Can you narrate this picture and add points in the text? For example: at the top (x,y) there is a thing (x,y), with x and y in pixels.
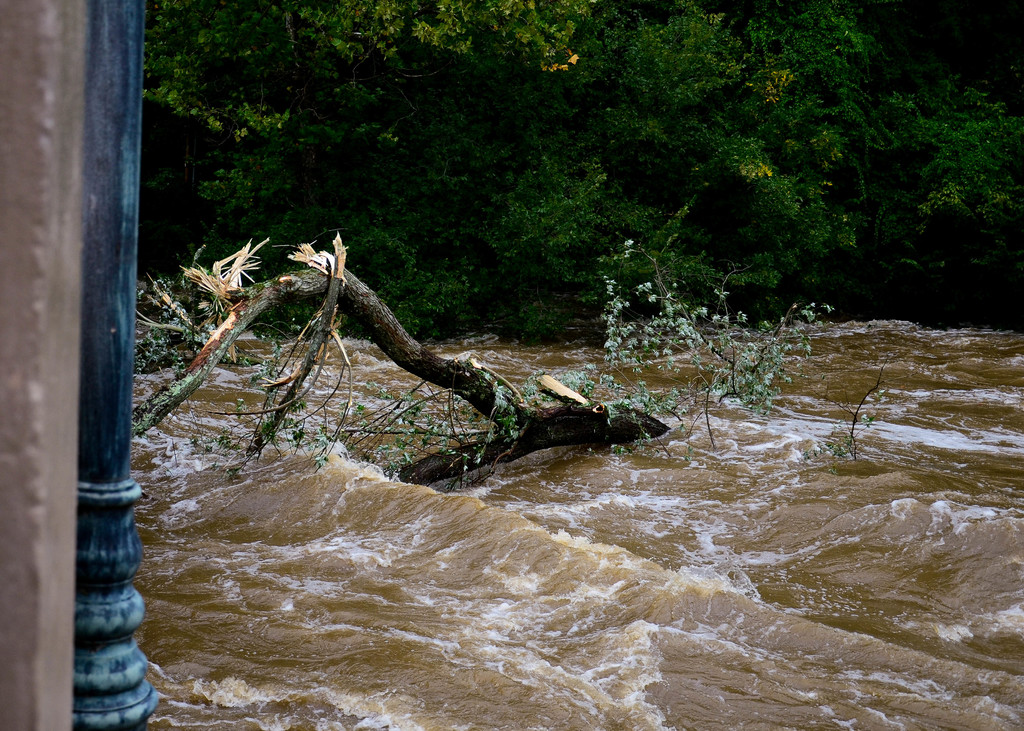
In this picture I can see tree trunk (435,458) on the water (507,610), around we can see some trees (690,166) and also I can see a pole (117,593).
